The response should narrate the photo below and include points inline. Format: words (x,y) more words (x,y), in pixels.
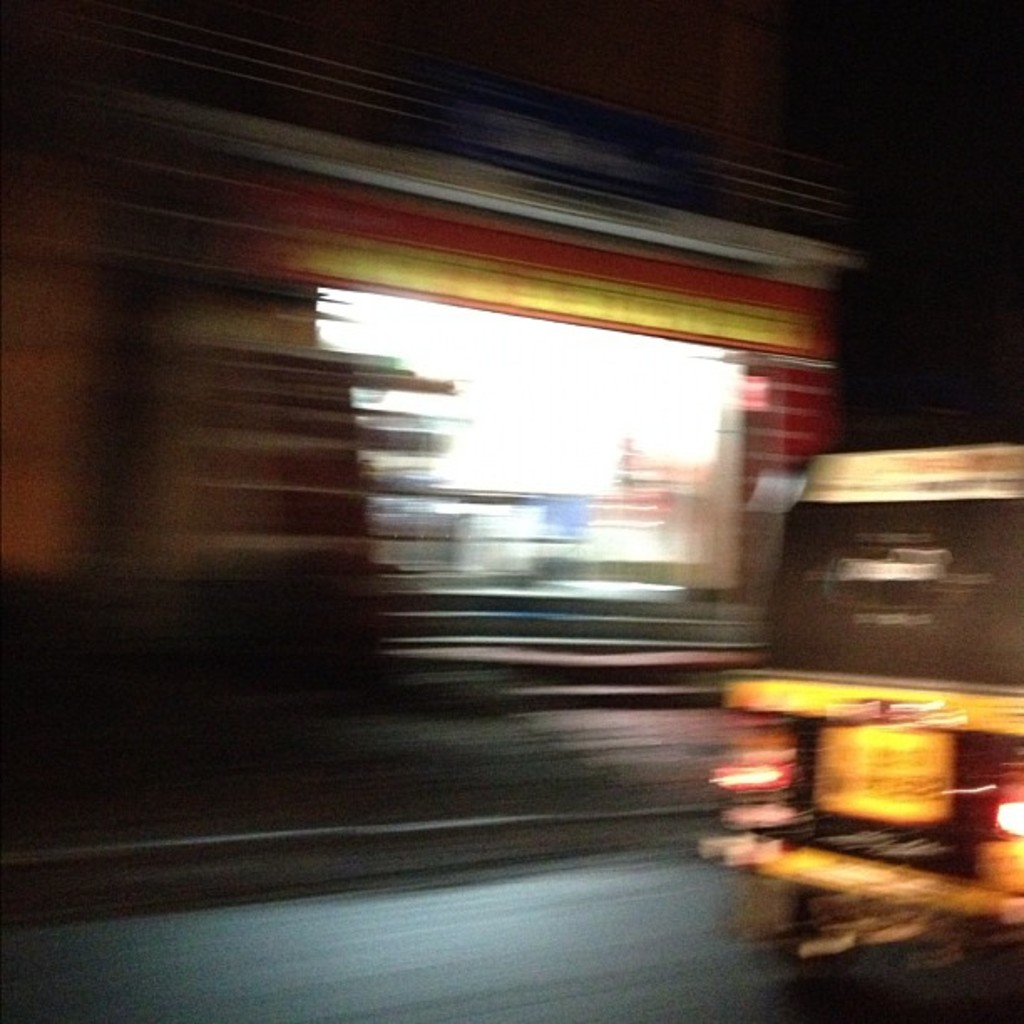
In this picture we can see an auto rickshaw (945,740) on the right side (890,742), in the background (535,523) there is a building (249,380), we can see a blurry background (196,130).
